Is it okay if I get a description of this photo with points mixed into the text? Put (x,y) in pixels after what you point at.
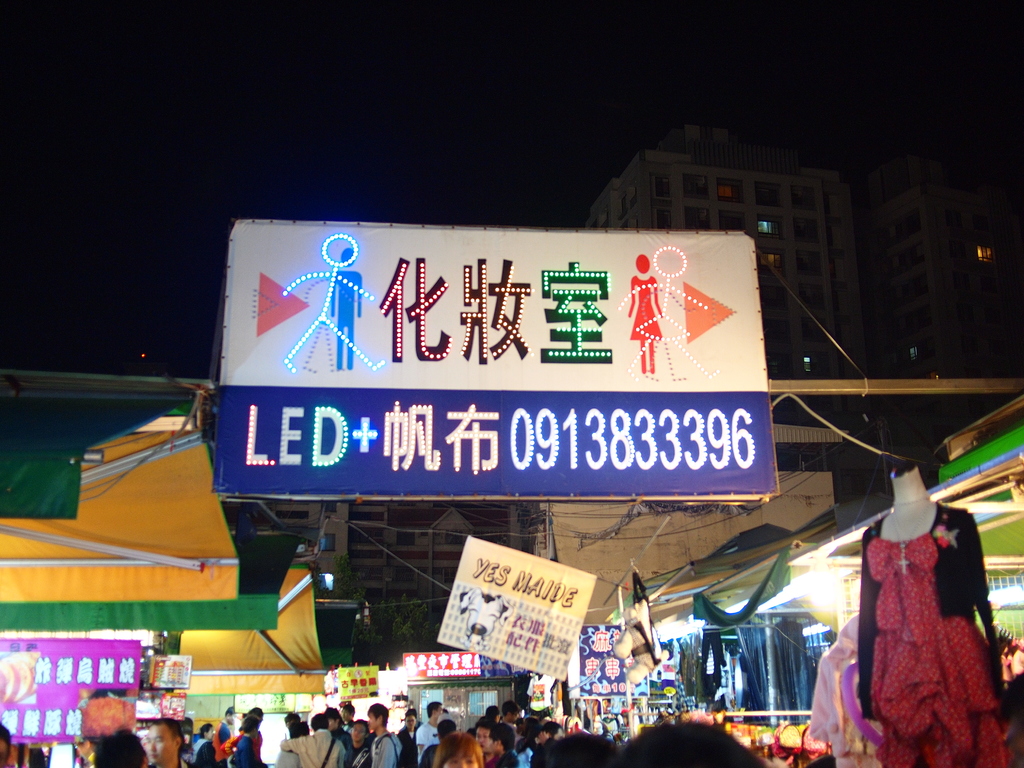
In this image there are people (566,752) in the foreground (524,722). There are stalls (771,710). There is a board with text (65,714). On the right side (1001,714), we can see a dress (972,702). There is a building (692,526) in the background (725,522). The background (520,183) is dark.
